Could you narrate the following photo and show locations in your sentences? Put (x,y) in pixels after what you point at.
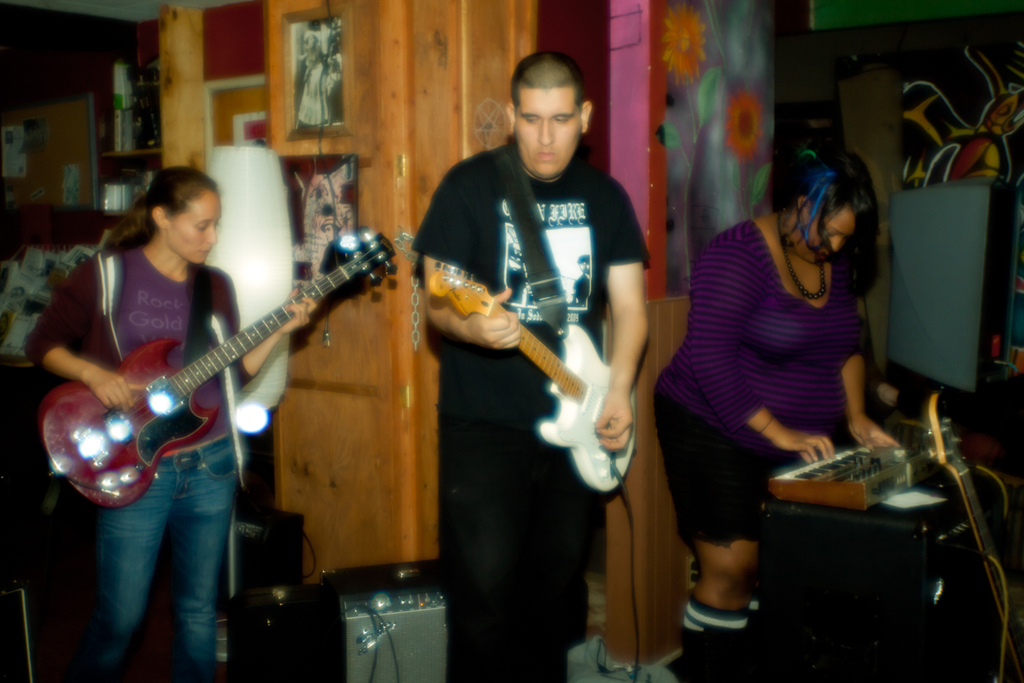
In this image, three peoples (482,522) are playing musical instruments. We can see some boxes (370,597) at the bottom (363,620). And back side, we can see wooden cupboards (418,125), wall arts (771,125), painting (913,155) and some few items (18,184).
